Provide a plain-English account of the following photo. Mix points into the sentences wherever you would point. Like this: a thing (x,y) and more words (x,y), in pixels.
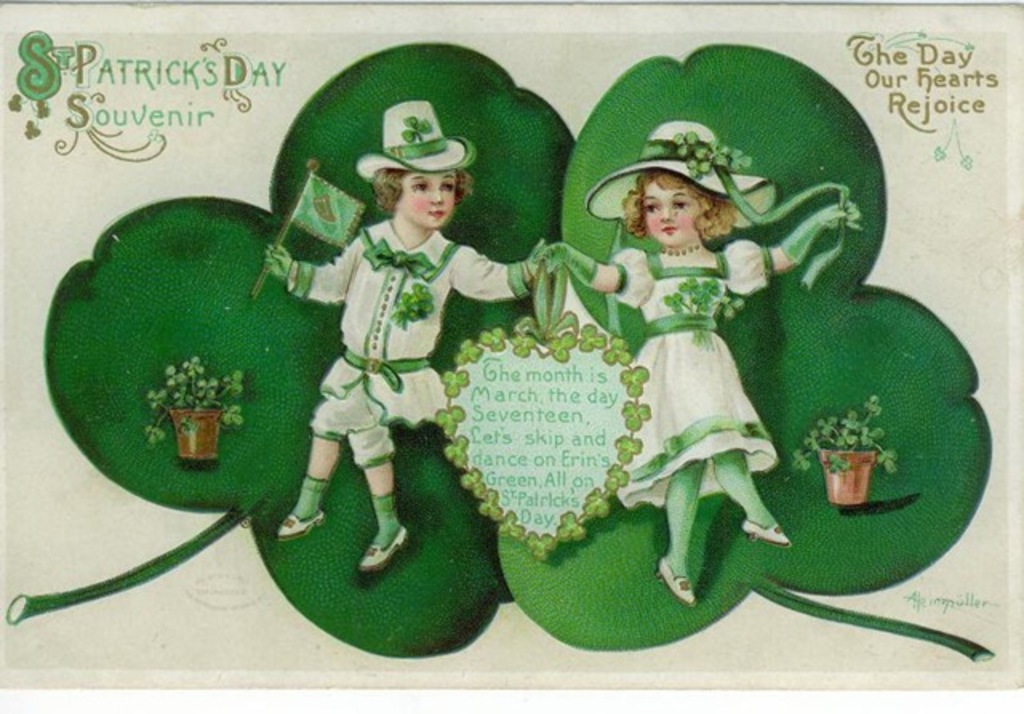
In this picture there is a poster (937,230) on the wall (31,713). In that we can see the couples (751,468) who are wearing the same dress (723,437) and holding their hand (536,258) and he is holding a flag (315,191). beside them we can see the pot (853,476) and plants (216,404).
